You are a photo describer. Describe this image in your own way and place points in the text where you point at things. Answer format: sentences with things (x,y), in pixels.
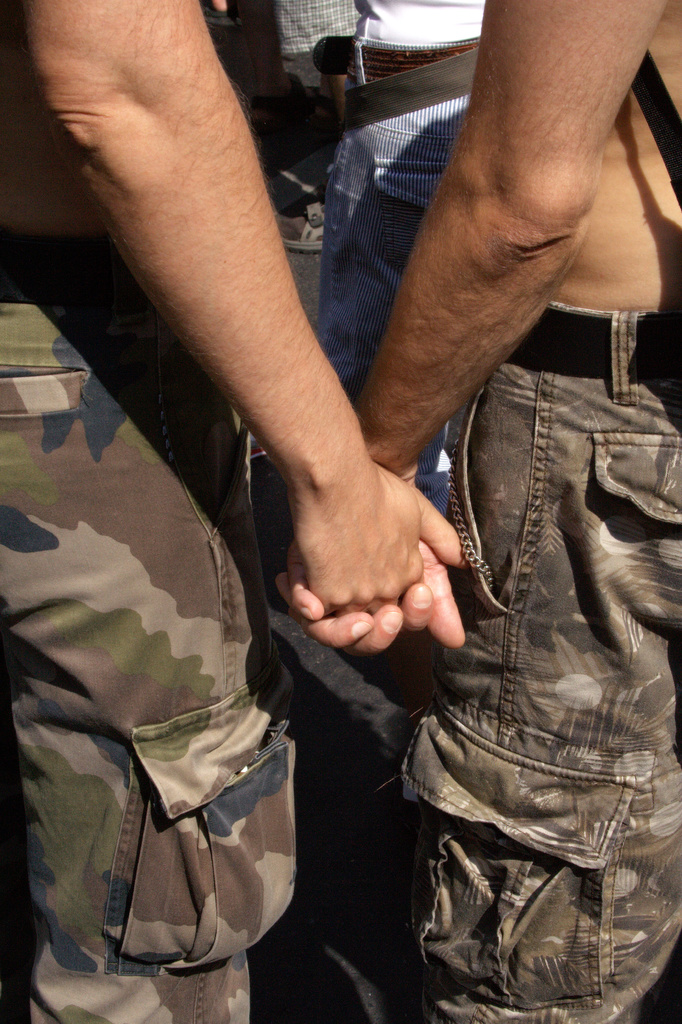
In this image we can see two persons (285,406) are holding their hands (320,486) each other. In the background (411,891) we can see few persons (415,226) on the road (327,1006).
